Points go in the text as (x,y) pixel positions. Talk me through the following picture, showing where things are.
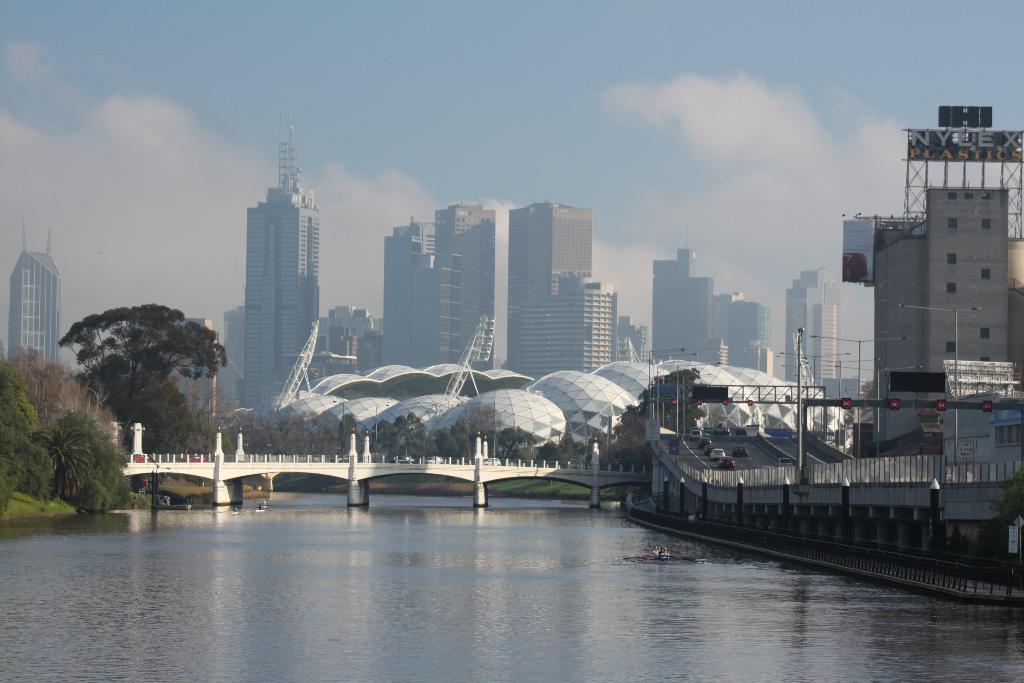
In this image we can see some buildings (413,306), trees (197,355), dome architectures (586,405), poles (974,404), road (762,440), vehicles (720,449), name board (979,157), bridge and some other objects (471,372). At the top of the image (613,139) there is the sky (578,155). At the bottom of the image (505,608) there is water (393,580).
